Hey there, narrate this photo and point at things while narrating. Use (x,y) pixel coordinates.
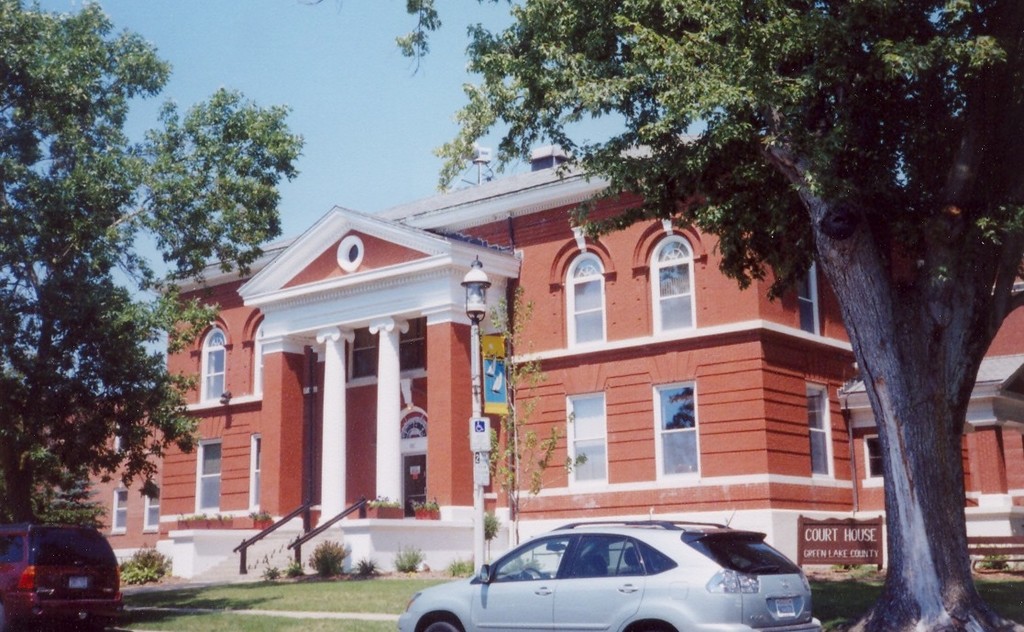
In this image we can see cars (514,614), grass (328,605), plants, trees (940,589), boards (819,563), pole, light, and a building (828,349). In the background (399,125) there is sky (433,53).
